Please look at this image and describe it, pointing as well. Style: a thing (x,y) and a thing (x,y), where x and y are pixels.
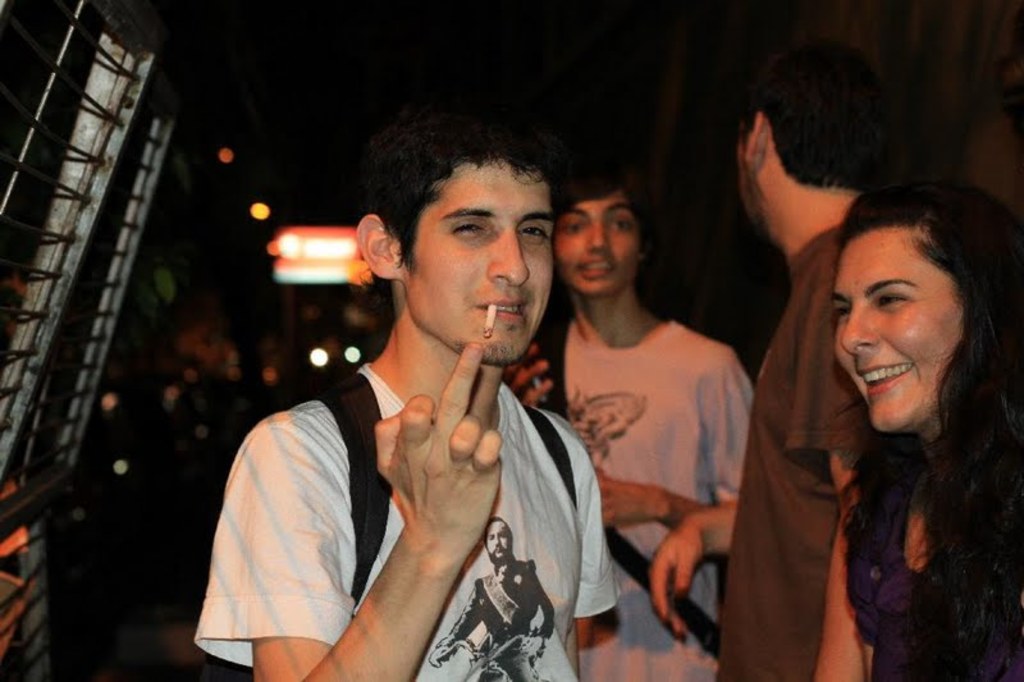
In this image I can see few people (426,245) standing and wearing bags (363,446). Back I can see lights (335,251) and a dark background (287,316).
